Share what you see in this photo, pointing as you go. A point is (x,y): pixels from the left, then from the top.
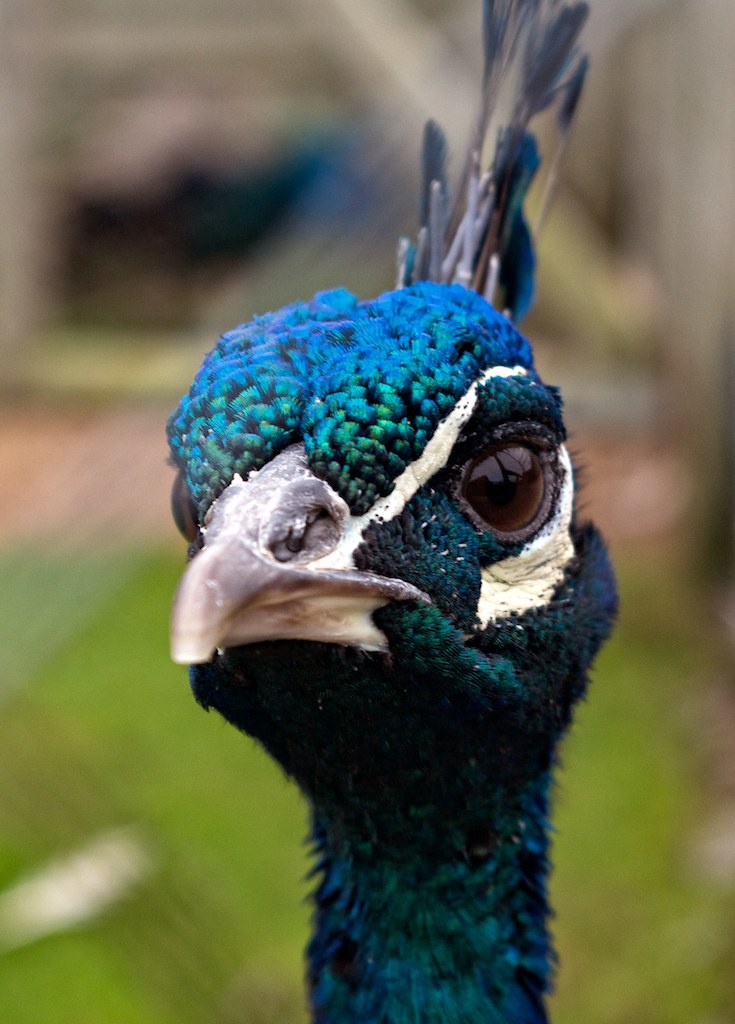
In this image we can see a peacock (227,562), and the background (270,916) is blurred.
